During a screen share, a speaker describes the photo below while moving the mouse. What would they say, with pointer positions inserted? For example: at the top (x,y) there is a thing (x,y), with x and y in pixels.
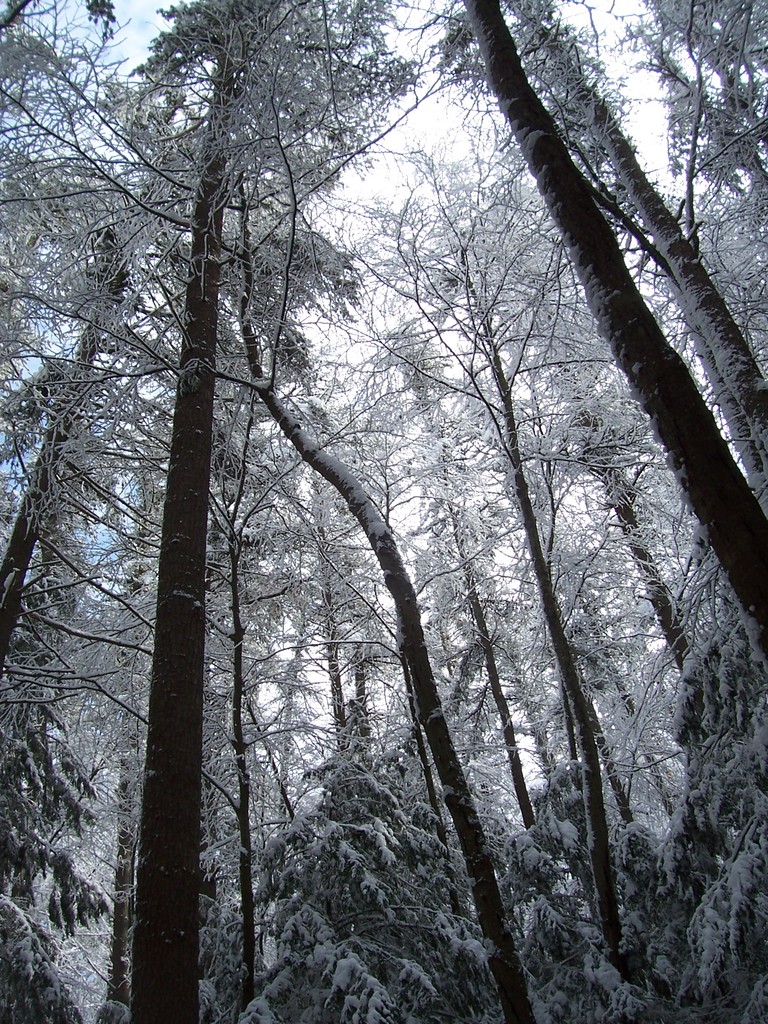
In this picture I can see number of trees (420,370) in front (524,855) and they're covered with snow (360,567). In the background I can see the sky (409,31).
